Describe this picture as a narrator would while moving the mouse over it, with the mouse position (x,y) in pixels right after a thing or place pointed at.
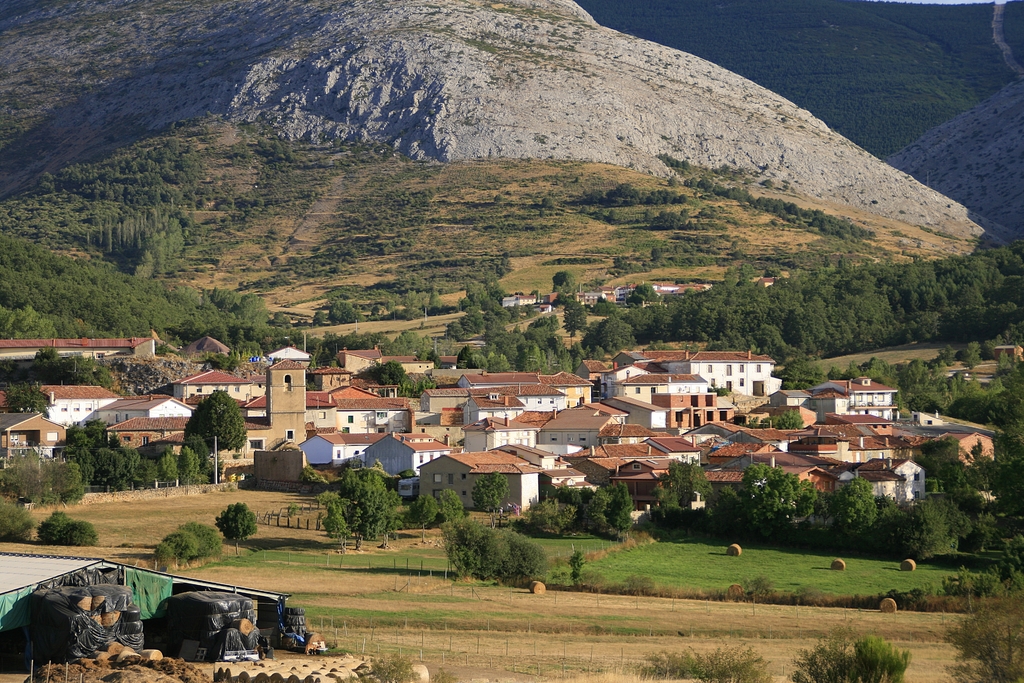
In this picture I can see buildings (515,455), trees (546,528), poles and other objects (116,615). On the left side (203,609) I can see some black color objects (172,632). In the background (436,150) I can see hills (501,151).
